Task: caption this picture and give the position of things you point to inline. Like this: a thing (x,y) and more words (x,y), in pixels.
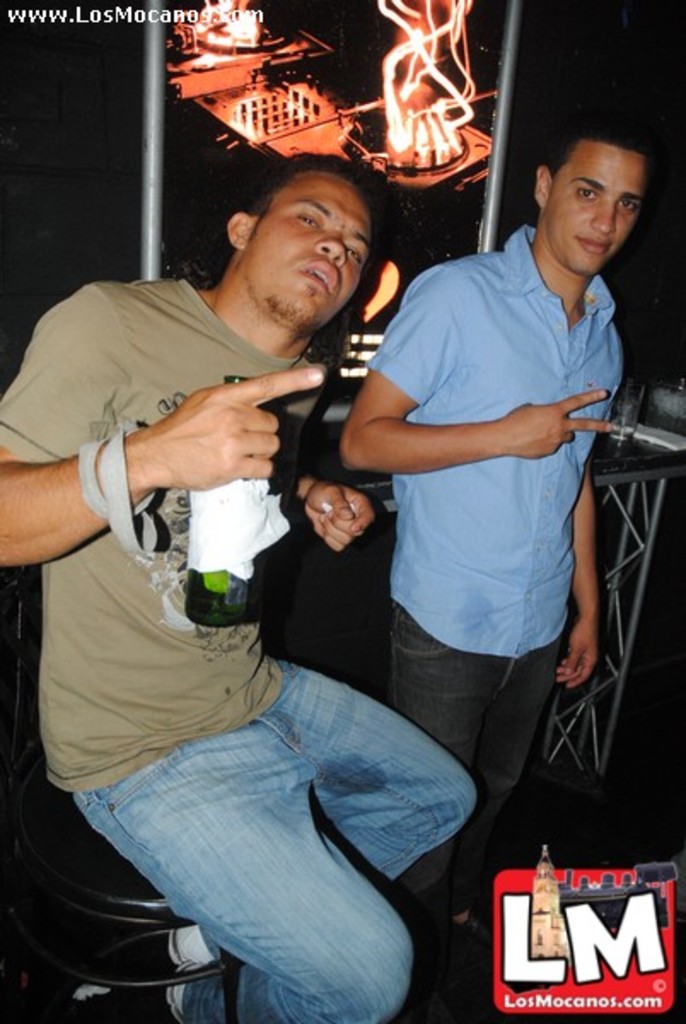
In this image, we can see people (257,410) and one of them is sitting on the chair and holding a bottle (226,515). In the background (264,128), there is some text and we can see a table (599,475) and a glass (630,428) and there is fire (392,101). At the bottom (555,916), there is a logo (535,914).
